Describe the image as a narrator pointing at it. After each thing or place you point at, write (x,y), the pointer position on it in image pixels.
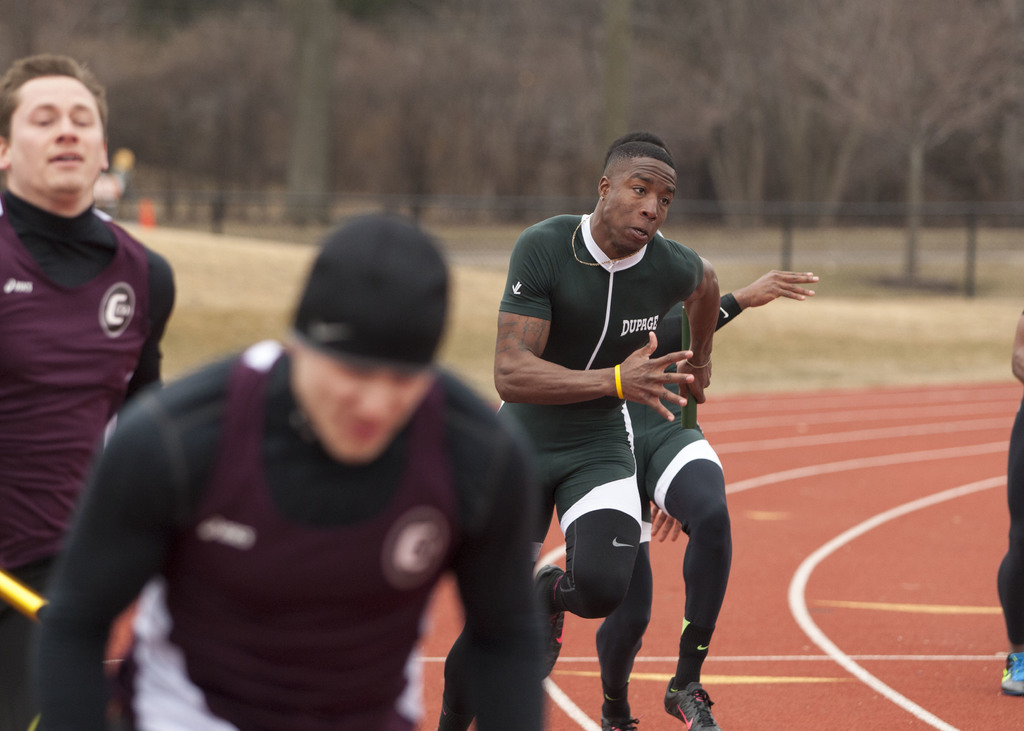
In this picture I can see group of people (507,509) running on the track (741,511), and in the background (469,211) there are trees (228,112).
